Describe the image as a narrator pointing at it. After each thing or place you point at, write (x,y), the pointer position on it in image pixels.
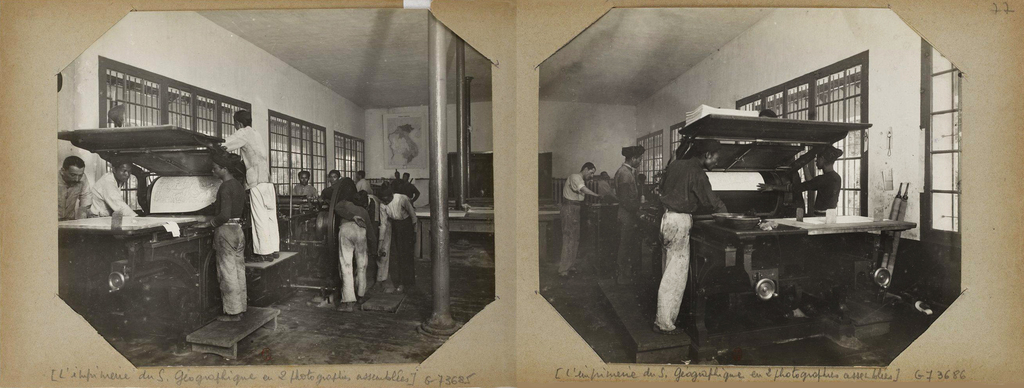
In this image there are two black and white photos (438,120) pasted on the card (495,318), and there are words (475,374) on the card (797,383).
